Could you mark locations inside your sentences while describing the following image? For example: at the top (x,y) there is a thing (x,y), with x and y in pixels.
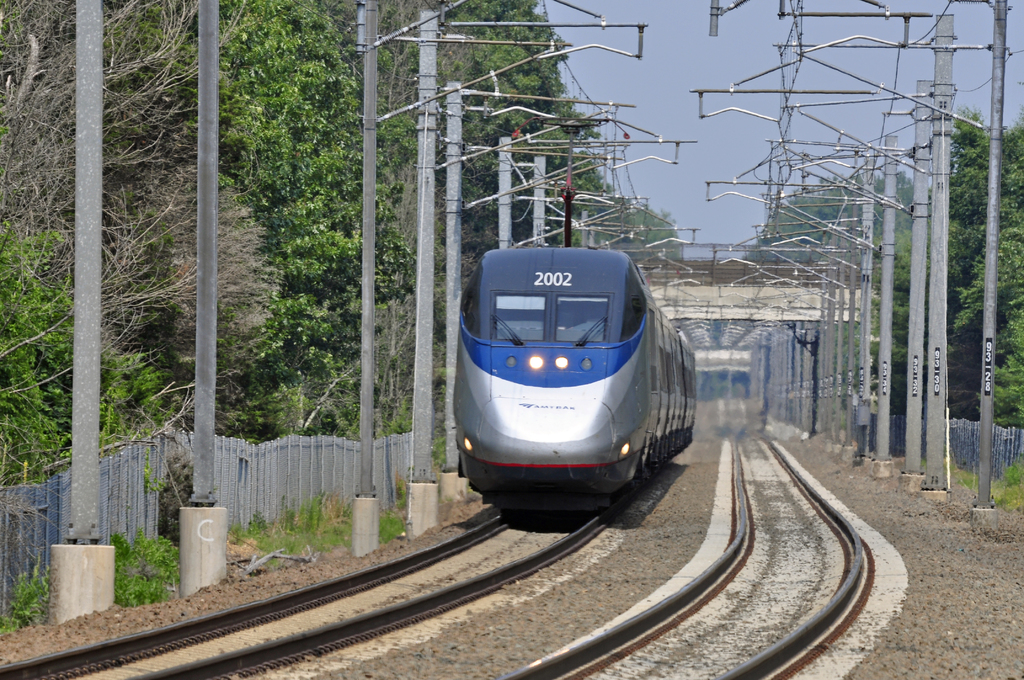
We can see train (598,508) on track (466,544) and we can see poles (533,234) with wires (612,115), grass (1014,470) and trees (397,246). On the background (759,286) we can see bridge (739,282) and sky (698,79).
